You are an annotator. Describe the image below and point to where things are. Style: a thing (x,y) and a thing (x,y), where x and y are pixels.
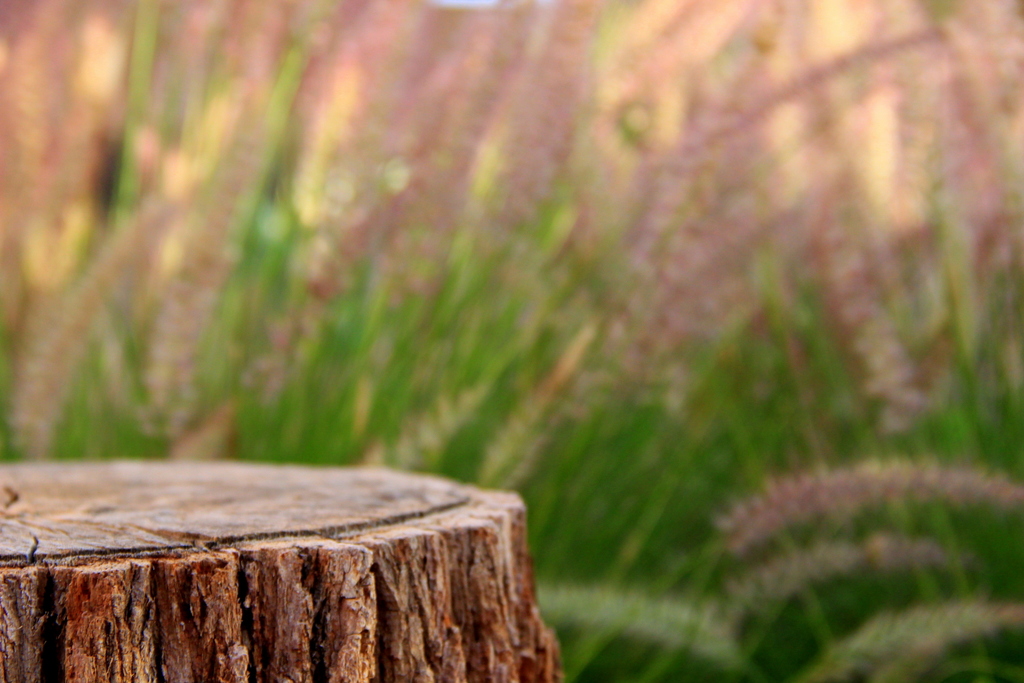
In this image, we can see some wood (395,568). In the background (745,334), we can see some blurred plants (702,312).
